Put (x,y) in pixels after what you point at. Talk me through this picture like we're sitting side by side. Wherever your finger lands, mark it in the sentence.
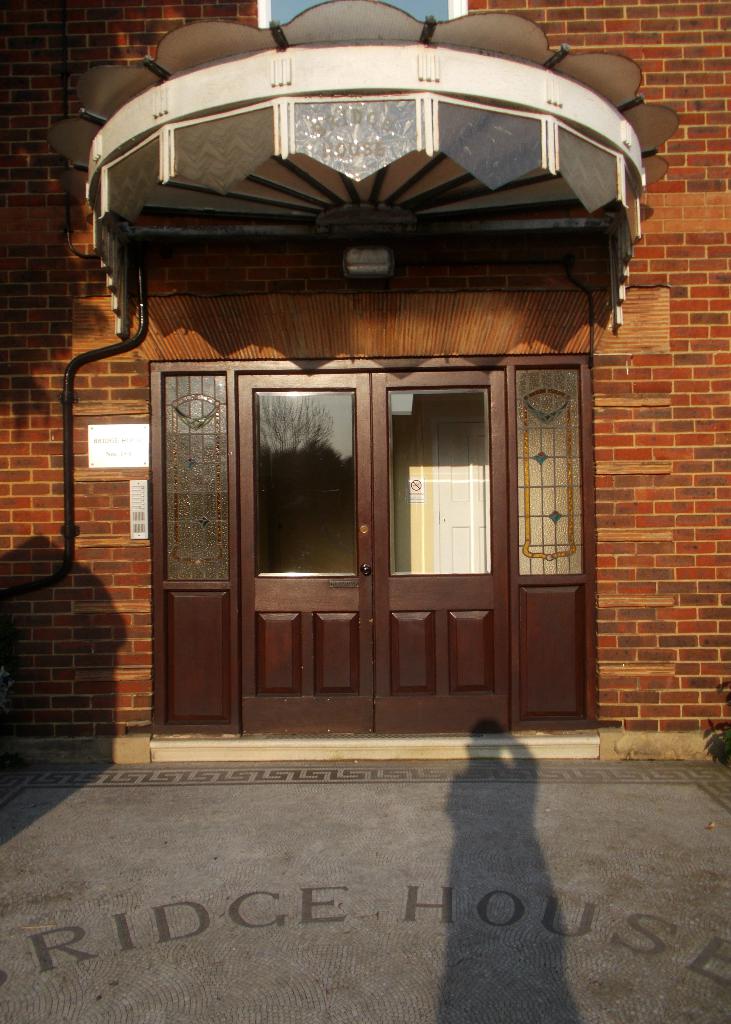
In this image we can see door (340,452), walls (110,360), pipeline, floor (137,858) and a person's shadow (511,913) on the floor (333,919).
